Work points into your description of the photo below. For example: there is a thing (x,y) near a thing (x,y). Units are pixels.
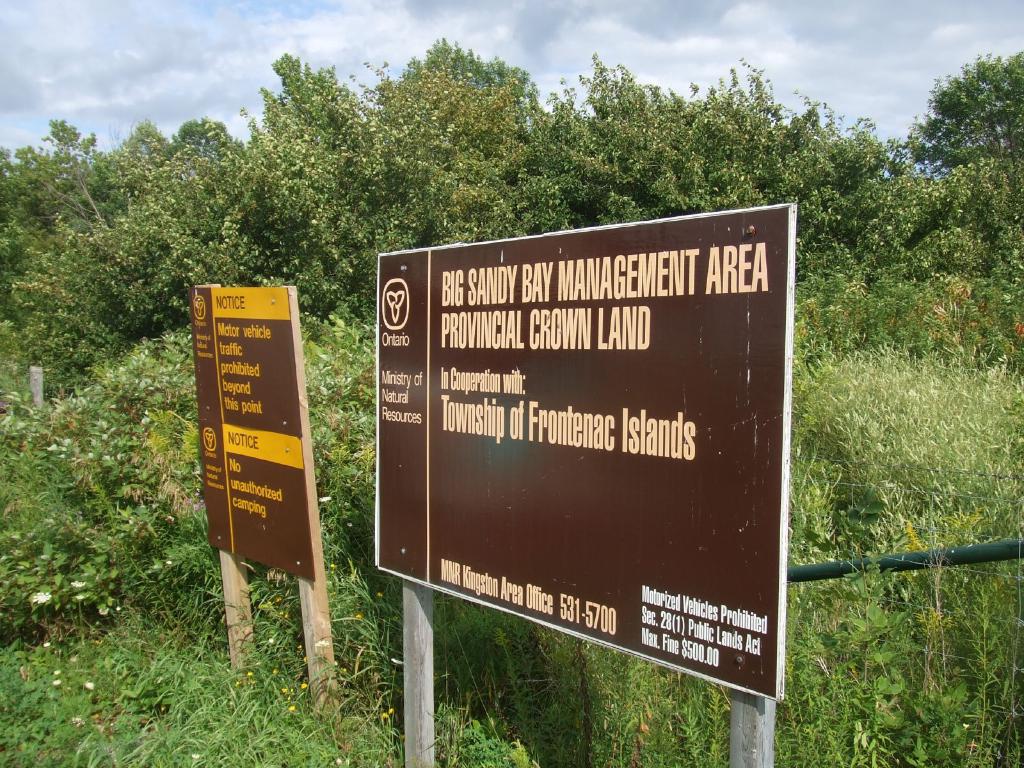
There are two advertising boards (439,414) with some text (565,435) in the middle of this image (394,463) and there are some trees (120,271) in the background (159,255). There is a sky (296,29) at the top of this image (295,36).
